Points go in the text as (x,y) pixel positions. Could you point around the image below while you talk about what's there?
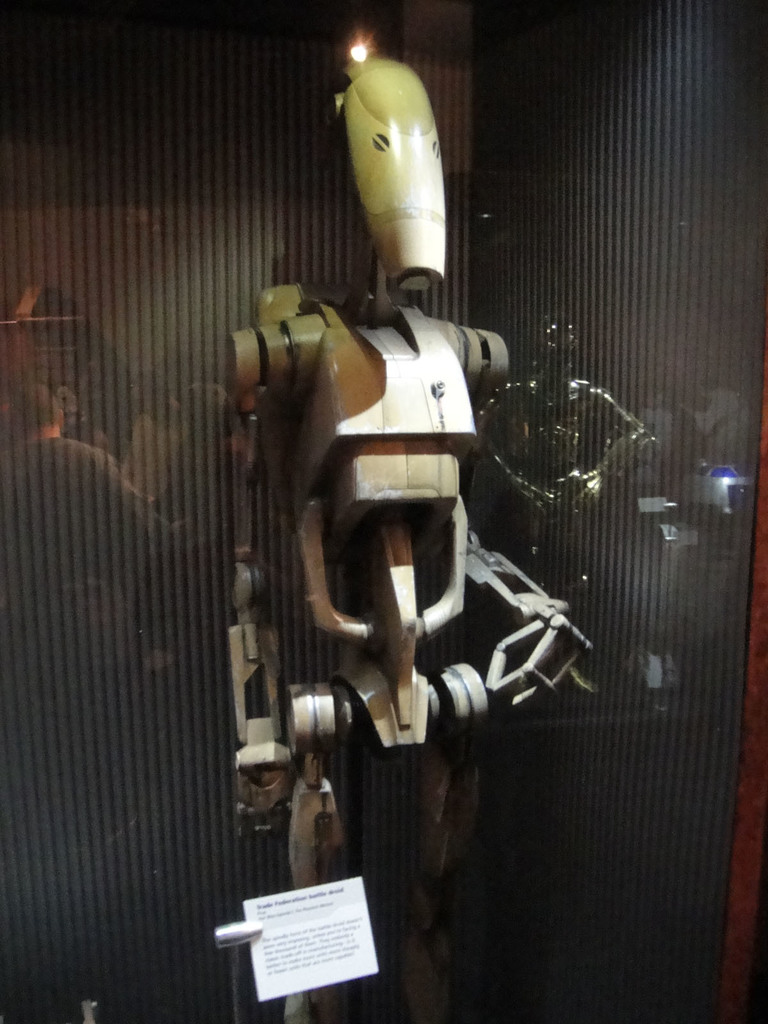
In the center of the image (418,372) we can see a robot (419,423). At the bottom (349,954) there is a board (298,952). In the background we can see a reflection (159,419) of people (60,386) on the glass (163,662).
